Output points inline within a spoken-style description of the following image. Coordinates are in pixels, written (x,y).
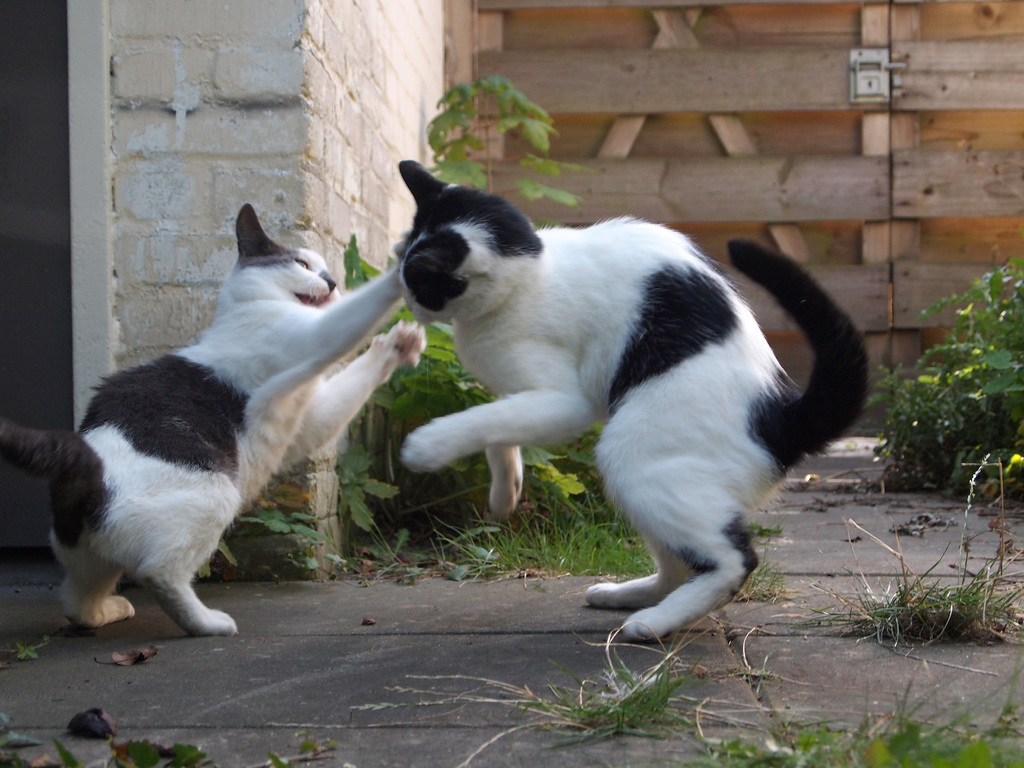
In this image I can see the animals (436,435) which are in white and black color. To the right (902,445) I can see the plants (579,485). In the background (367,111) I can see the wall (280,127) and the wooden door (659,161).
